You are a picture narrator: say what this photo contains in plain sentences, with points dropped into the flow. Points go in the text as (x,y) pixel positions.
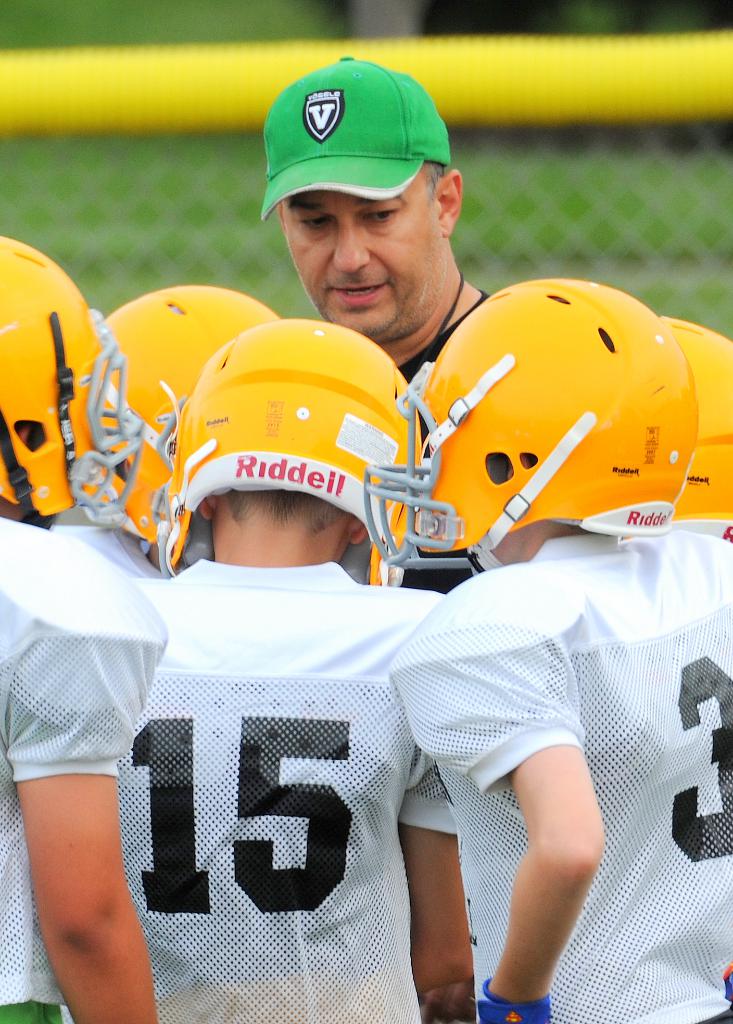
In the picture I can see group of people (366,467) are standing among them the man (351,217) in the background (332,168) is wearing a green color cap (351,187) and rest of them are wearing yellow color helmets (89,504) and white color jerseys (378,848). The background of the image (528,180) is blurred.
